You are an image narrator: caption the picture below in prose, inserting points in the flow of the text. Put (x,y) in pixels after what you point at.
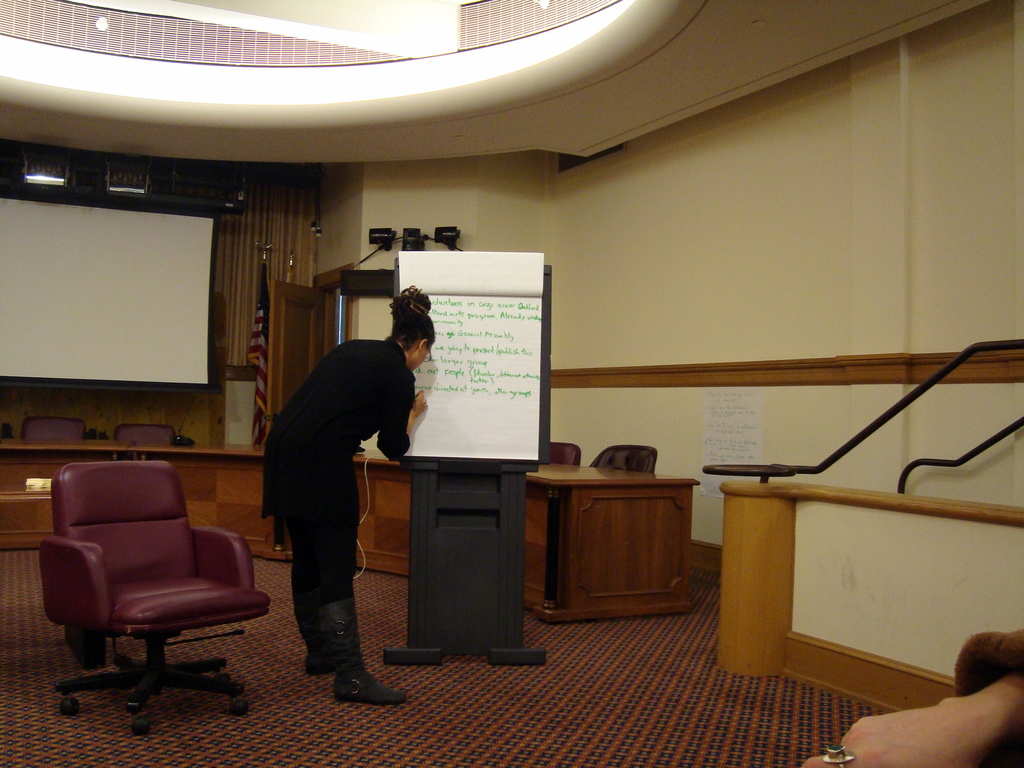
The women (310,456) wearing black dress (325,435) is writing something on a paper (463,374) which is attached to a black stand (452,508) and there is chair (167,542) beside her and there is a projector (102,272) in the background (110,278).
